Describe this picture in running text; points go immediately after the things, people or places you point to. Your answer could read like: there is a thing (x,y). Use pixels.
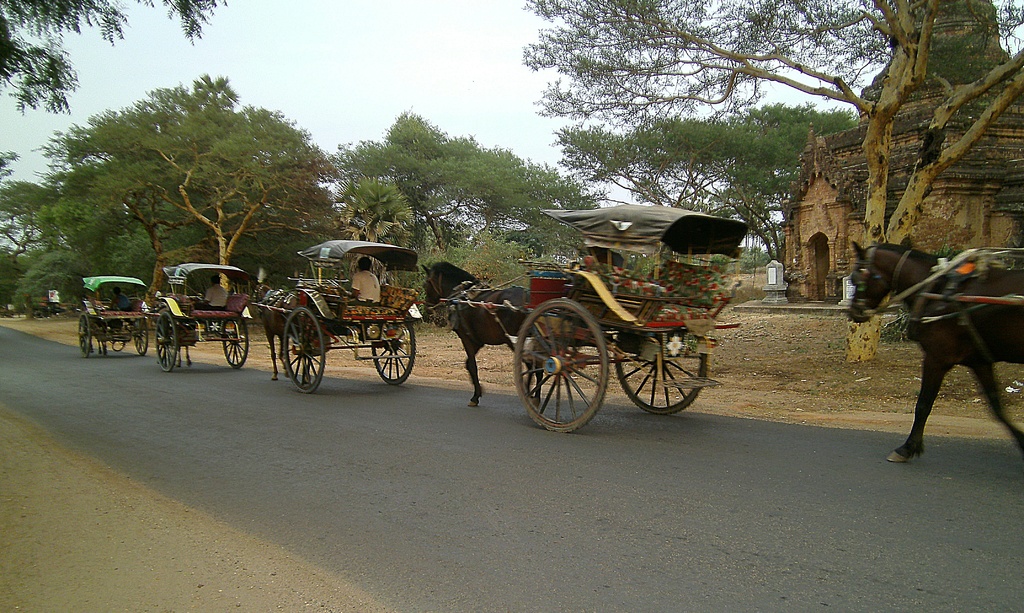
In this image there are few carts (552,361) tied to the horses (864,254) which are on the road (416,430). In each cart (654,286) a person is sitting in it. Right side (826,220) there is a building (836,230). Background (874,238) there are few trees (200,247) on the land (771,351). Top of the image (383,49) there is sky (536,33).
